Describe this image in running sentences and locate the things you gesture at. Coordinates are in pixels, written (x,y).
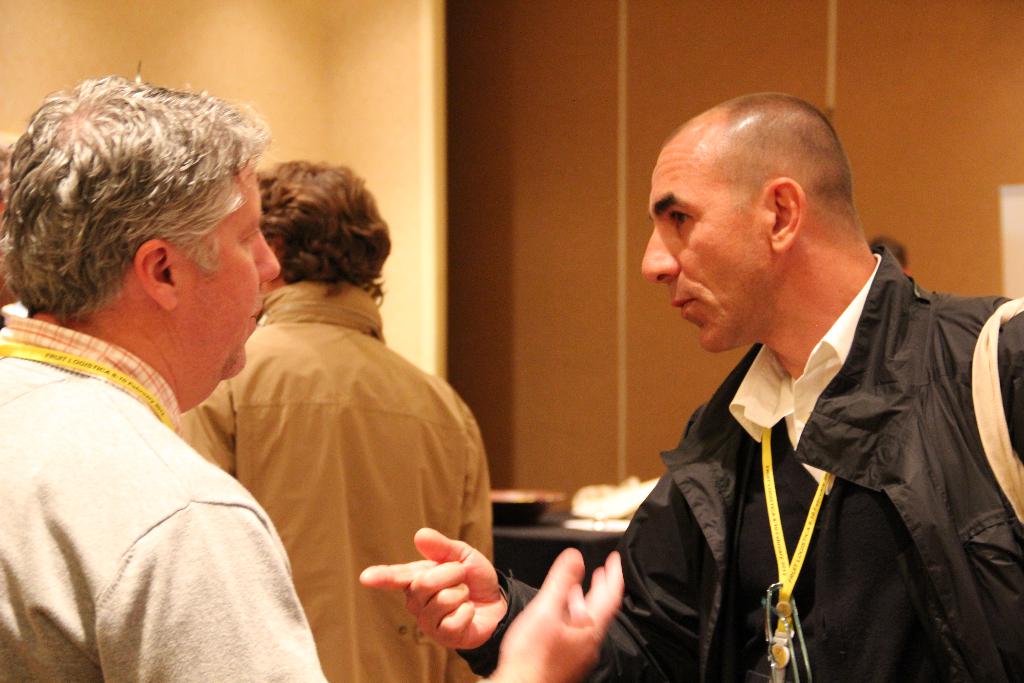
In this picture I can see two men (788,278), in the middle (355,330) there is another person (442,460).
